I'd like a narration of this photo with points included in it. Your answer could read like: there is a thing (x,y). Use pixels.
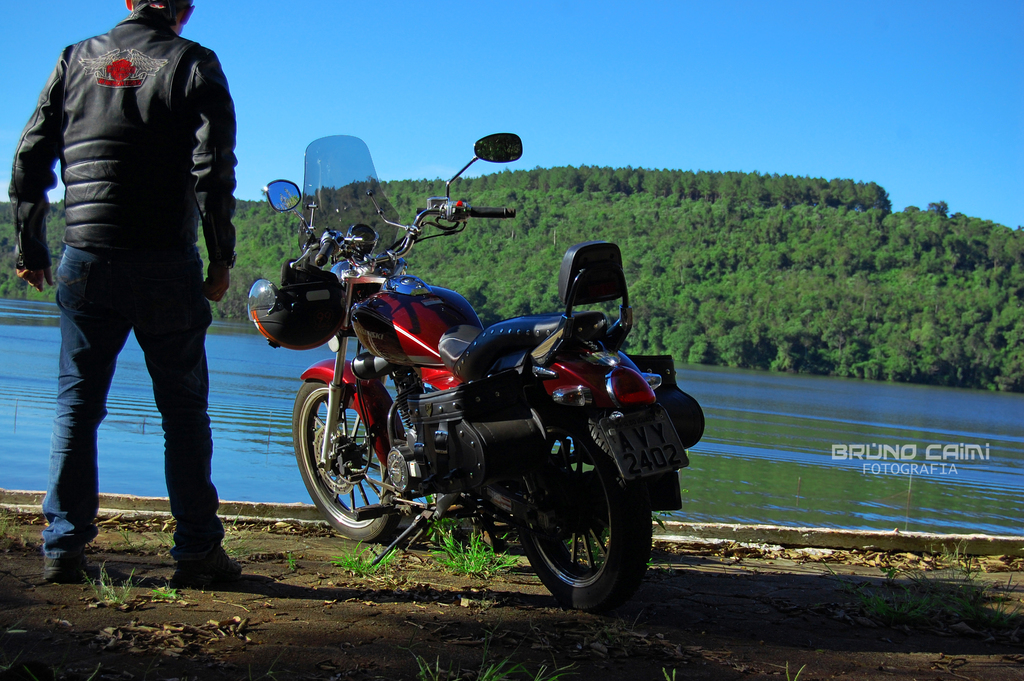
In this image I can see the person (98,149) standing and the person (98,222) is wearing black and blue color dress (98,222) and I can also see the vehicle (479,344) in black and red color. In the background (746,328) I can see the water (879,393), trees (804,288) in green color and the sky (535,72) is in blue color.
